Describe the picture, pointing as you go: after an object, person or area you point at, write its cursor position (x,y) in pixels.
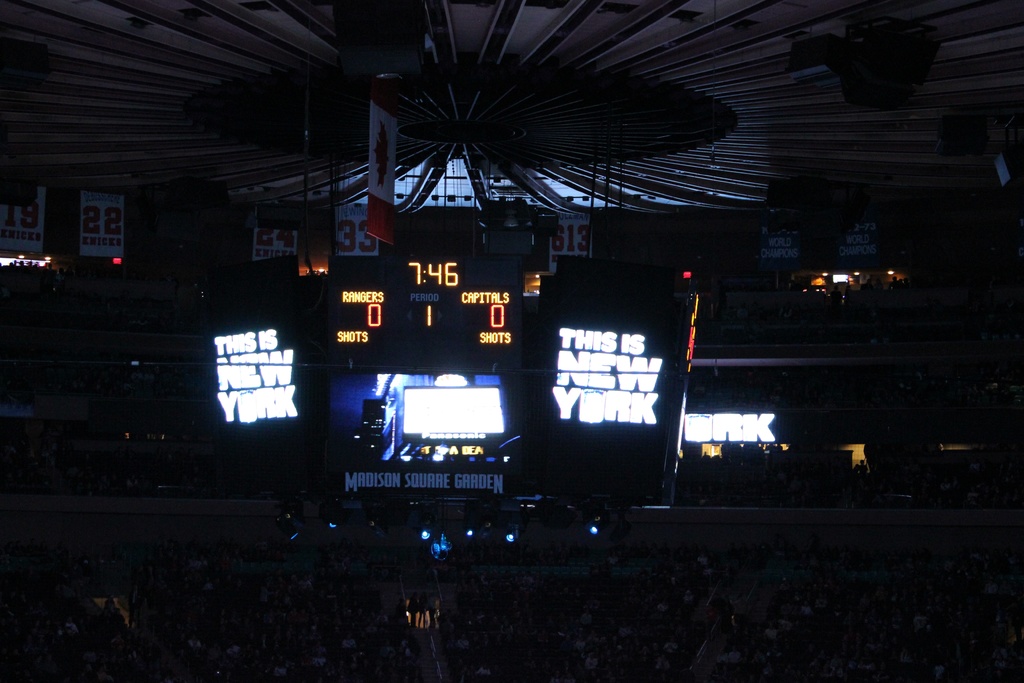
This image is taken in a stadium (617,254). In this image we can see many people (312,635) sitting. We can also see a few people (434,605) standing. Image also consists of a display screen (455,449), score board (452,360) with time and score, text boards (555,367), banners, number boards (573,225). At the top (660,82) we can see the roof (764,130).
